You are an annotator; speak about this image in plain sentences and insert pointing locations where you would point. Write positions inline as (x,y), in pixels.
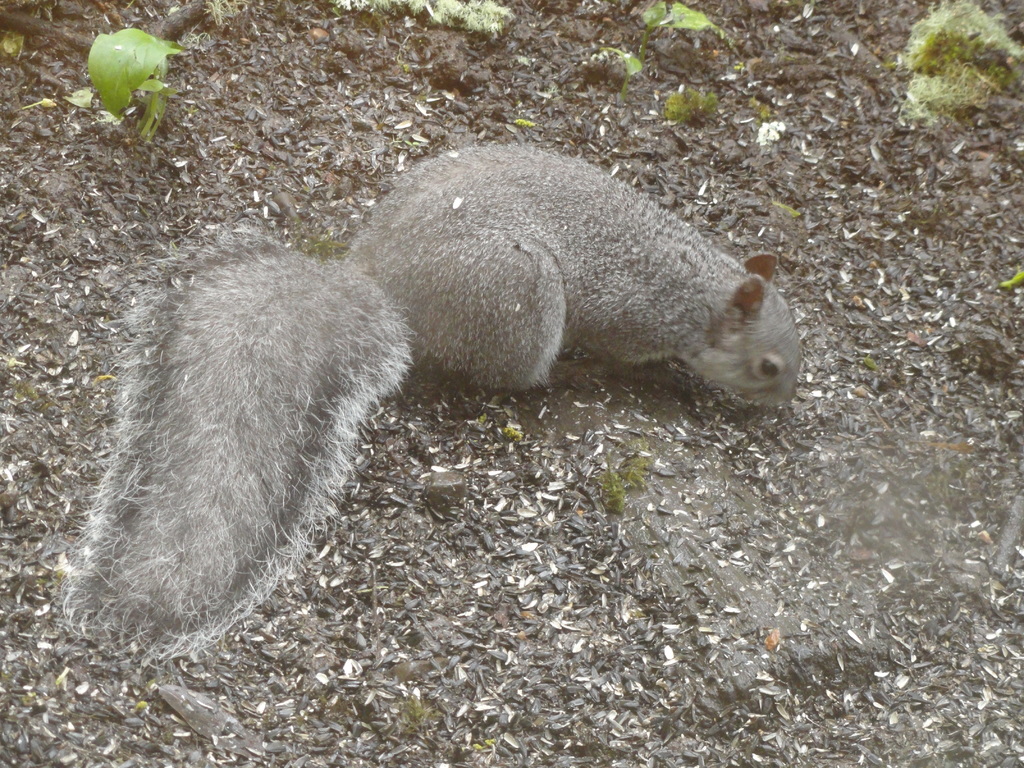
In this picture we can see a squirrel (220,353) and behind the squirrel (464,298) there are tiny plants (145,82).
